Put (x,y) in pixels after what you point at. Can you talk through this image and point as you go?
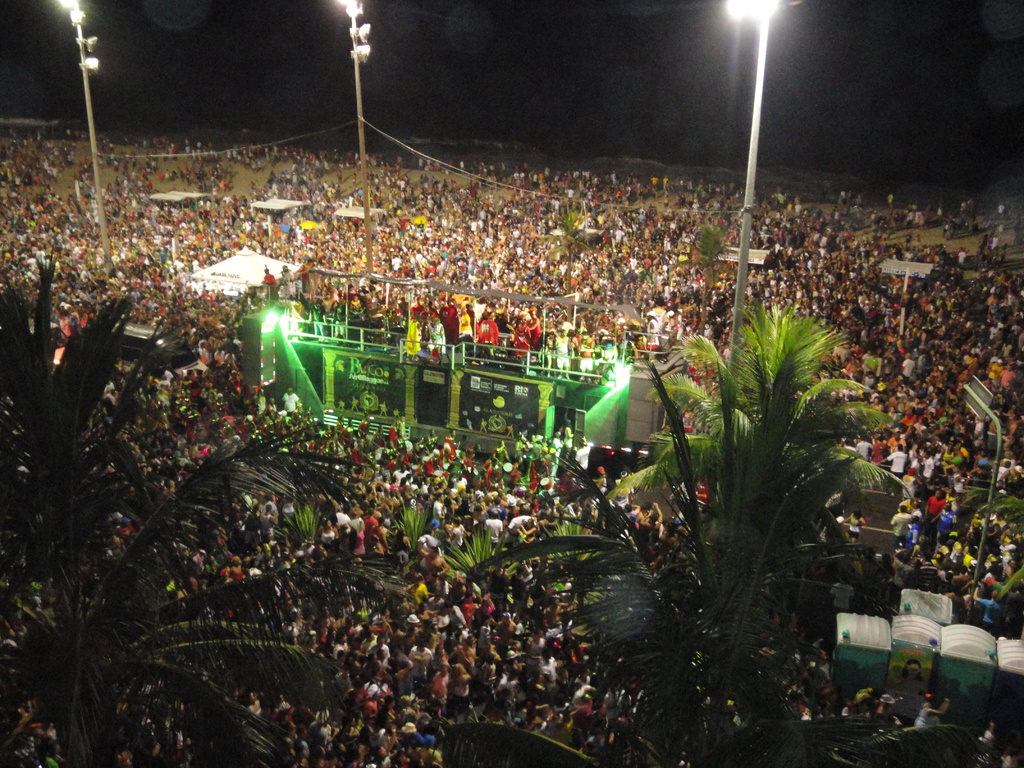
In this image I can see group of people (287,559) standing, in front (723,556) I can see few trees (691,560) in green color, four light poles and I can also see a stage (412,415), and I can see dark background (220,71).
